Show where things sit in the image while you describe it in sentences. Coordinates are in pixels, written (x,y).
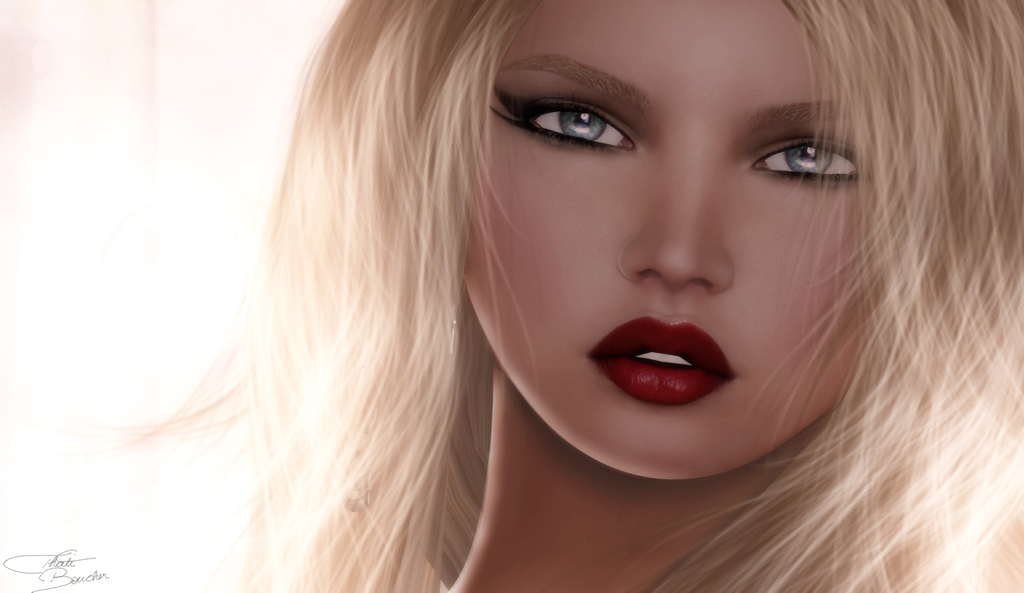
This is an animated picture of a woman (532,385). On the left side (65,551) there is a watermark (63,566).
